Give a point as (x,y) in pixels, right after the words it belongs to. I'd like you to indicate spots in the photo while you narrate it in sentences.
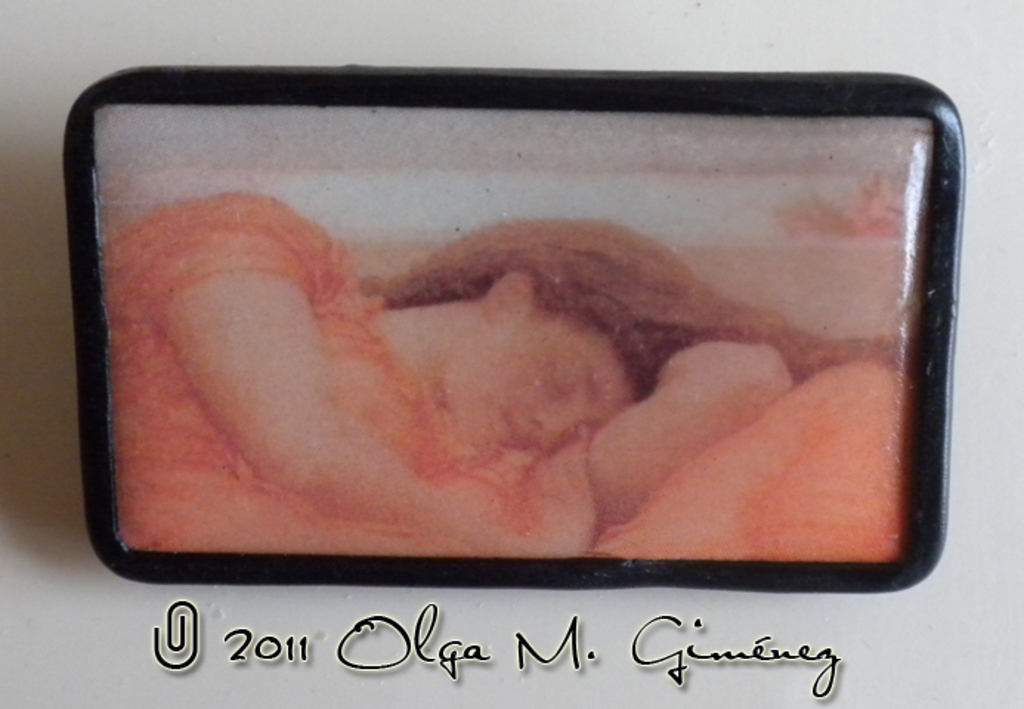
In this image there is a photo frame (450,506) on the wall (303,604) and text (180,658) at the bottom (180,658).
